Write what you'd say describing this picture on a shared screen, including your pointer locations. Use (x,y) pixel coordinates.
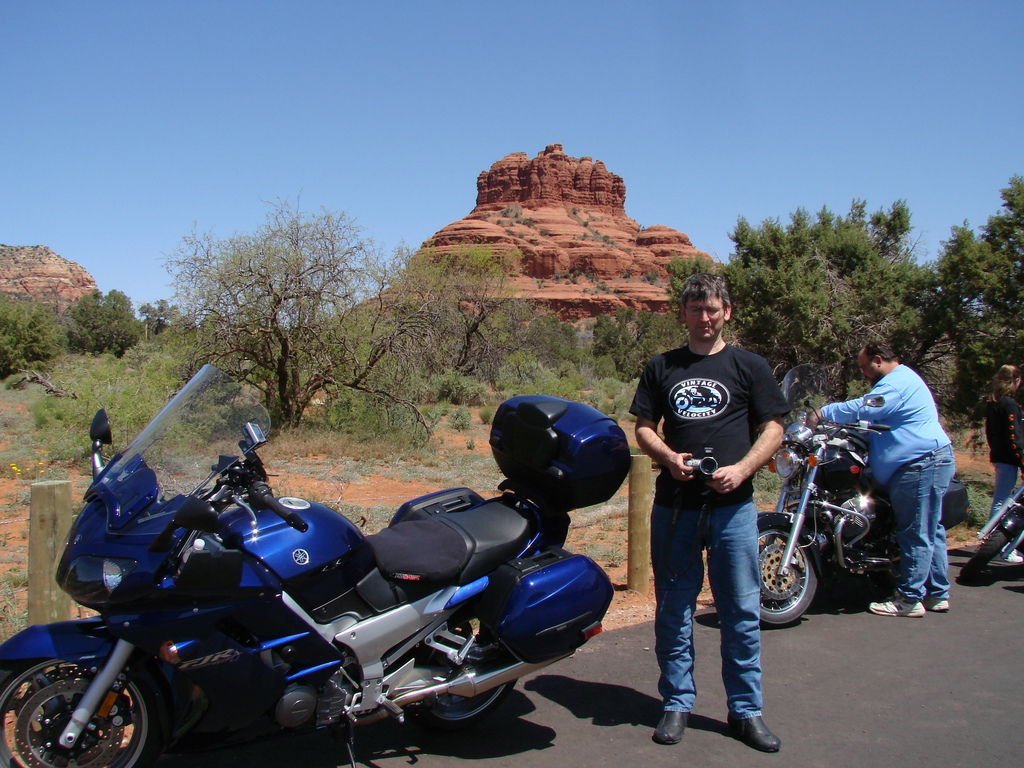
There are people (754,543) and bikes (843,453) on the right side of the image (822,474) and there is another bike (356,561) in the left side (298,558). There are trees (495,286), stone structures (595,246) like mountains (505,226) and sky (425,160) in the background area (453,128).
